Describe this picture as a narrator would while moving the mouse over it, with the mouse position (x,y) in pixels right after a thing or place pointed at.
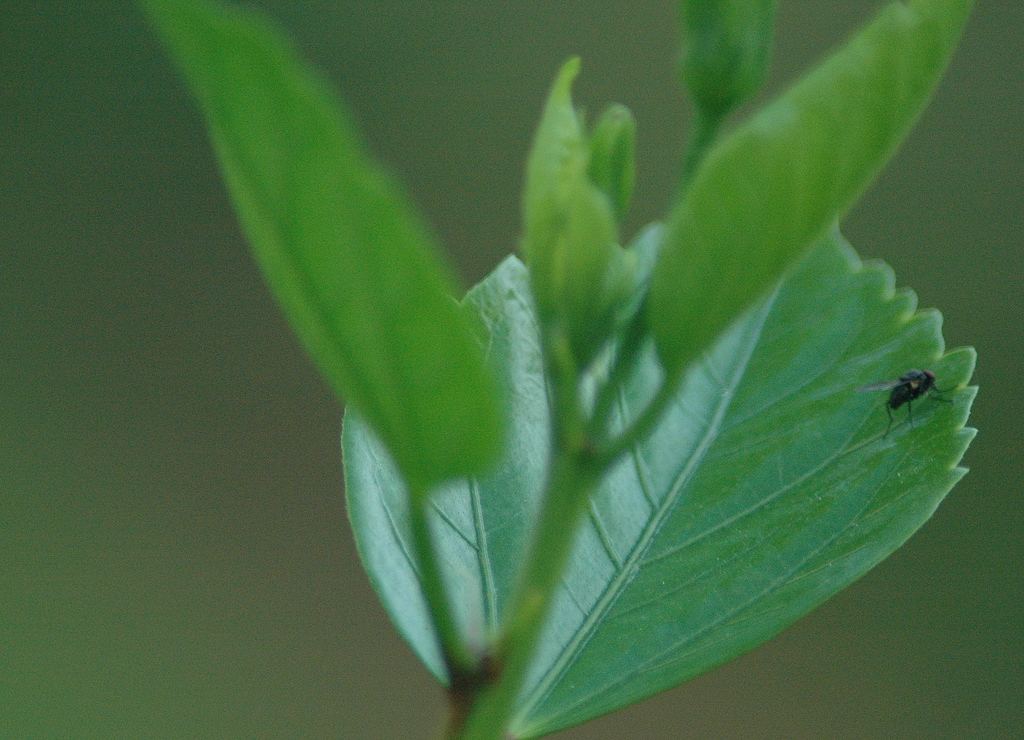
In this picture, there is a plant (680,403). On one of the leaf (894,483), there is a fly (902,387).
